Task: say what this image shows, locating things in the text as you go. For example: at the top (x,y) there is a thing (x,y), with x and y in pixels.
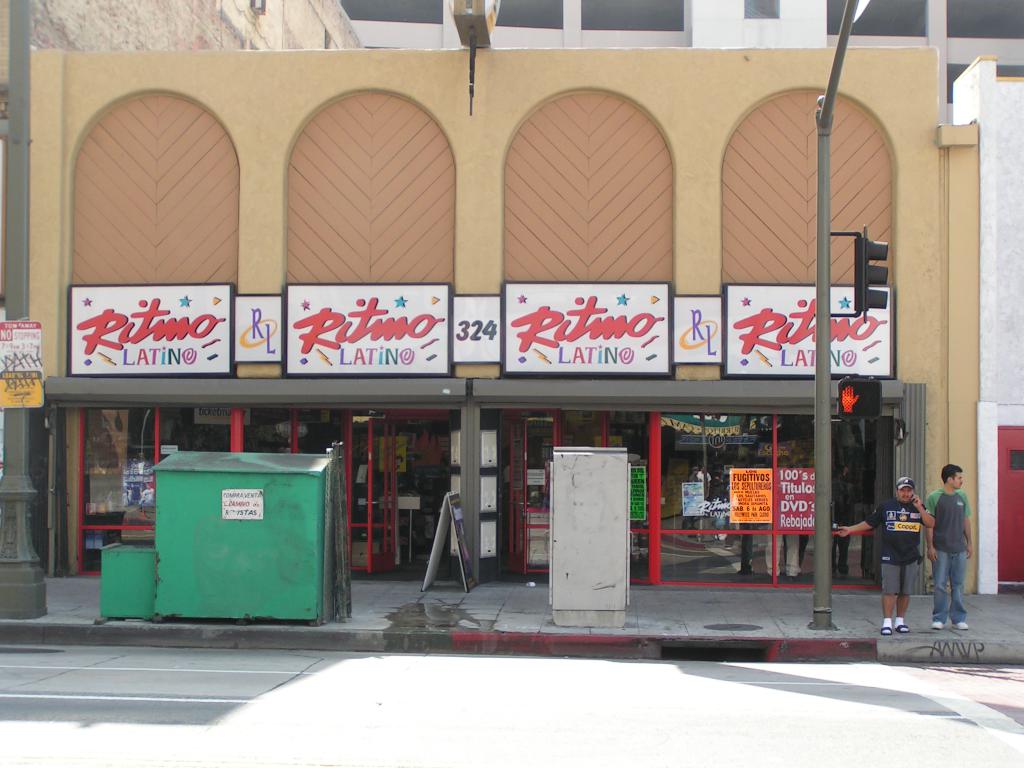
This image is clicked on the road (353,700). Beside the road (309,694) there is a walkway (461,612). To the right (943,593) there are two people (937,569) standing on the walkway (872,599). Beside them there is a street light pole (828,549). To the pole (826,312) there is a traffic signal lights (869,294). There are boards (439,540) and a cabin (619,553) on the walkway (486,593). Beside the walkway (528,587) there is a building (515,205). There are glass doors (656,431) to the building (636,422). There are boards (409,309) with text (662,319) on the building (189,279).
